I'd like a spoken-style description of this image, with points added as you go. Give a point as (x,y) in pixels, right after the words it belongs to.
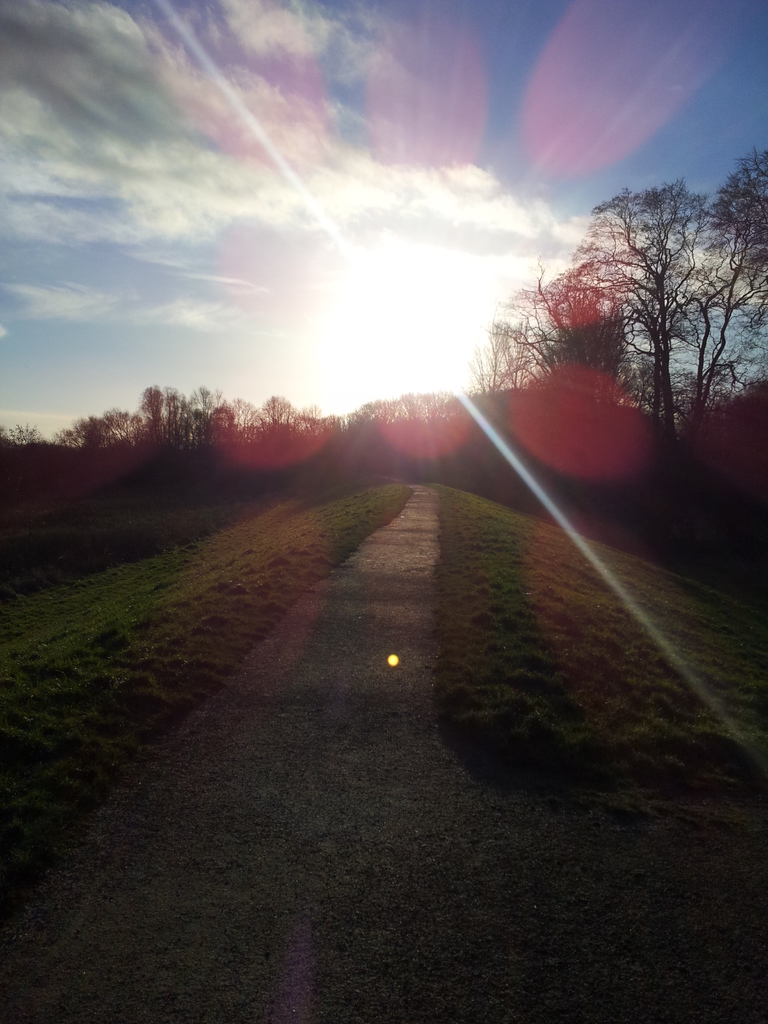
In this image we can see a ground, trees (624,466) in the background (207,438) and a sky (357,209) at the top of the picture (374,173).
